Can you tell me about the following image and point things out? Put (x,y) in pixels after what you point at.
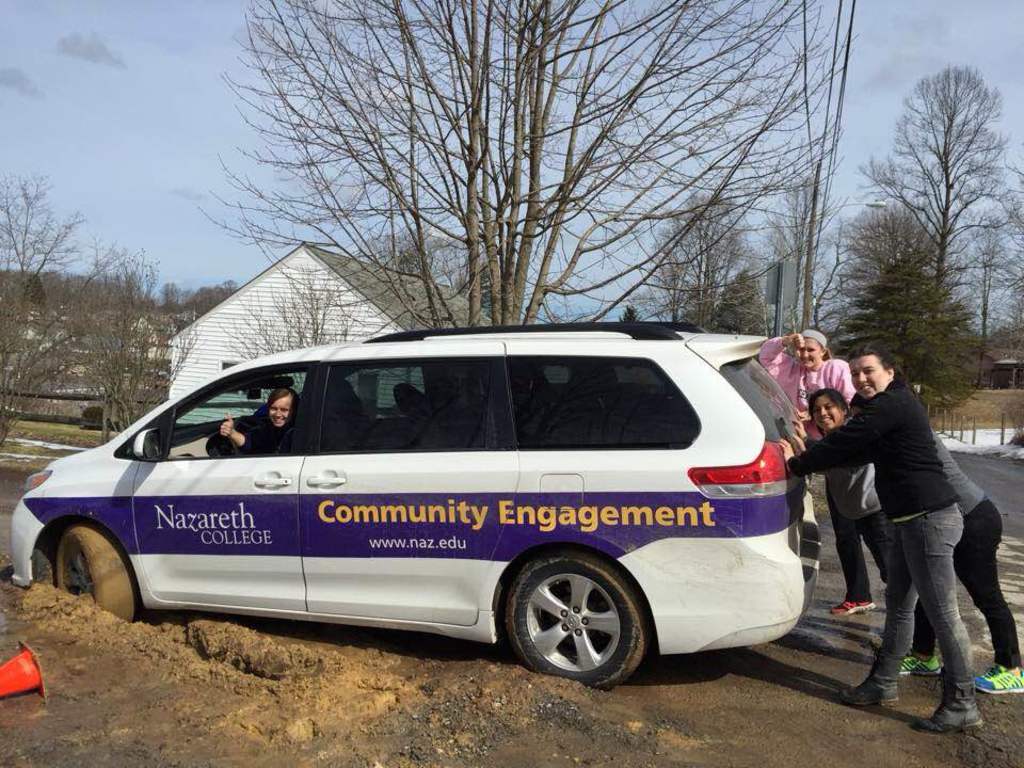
In this picture few persons (900,597) are trying to push the car (483,414), and a woman (283,407) is seated in the car (210,501), in the background (260,316) we can see building (253,297) and couple of trees (532,180).
